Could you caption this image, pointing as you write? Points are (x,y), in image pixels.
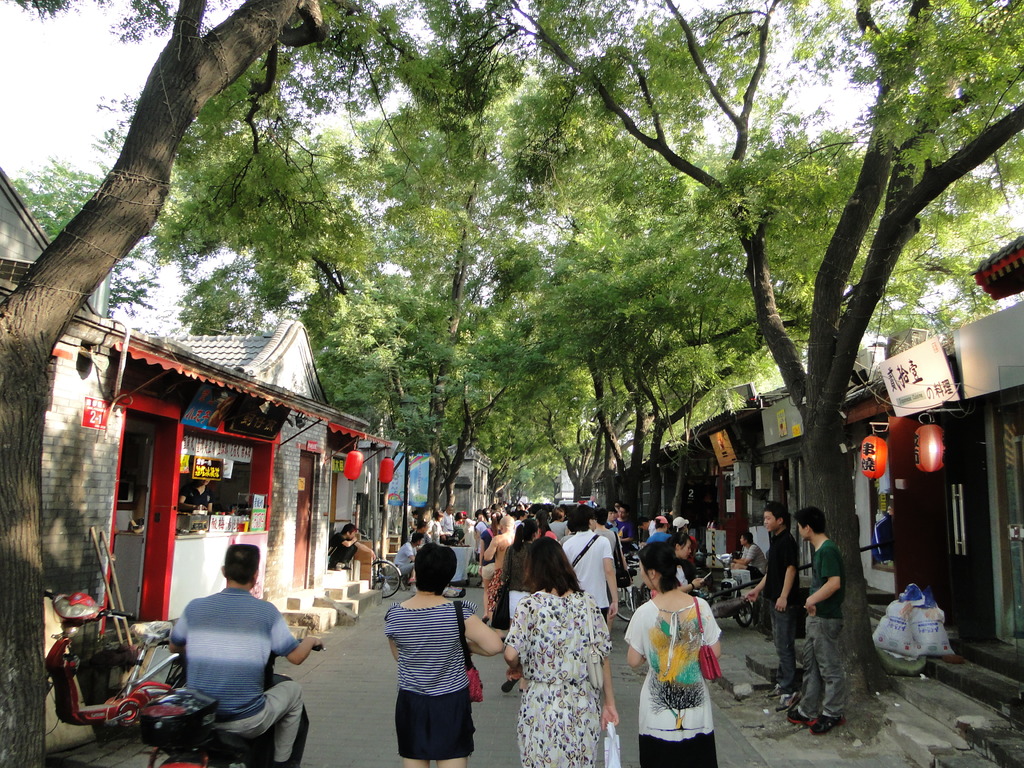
In the center of the image (534,511) we can see people (694,664) standing and some of them are walking. On the left (215,716) there is a man (219,706) sitting on the bike (171,708). In the background (266,334) there are trees (833,446), sheds (897,461), boards (903,396), lights (884,441) and sky (61,83).
